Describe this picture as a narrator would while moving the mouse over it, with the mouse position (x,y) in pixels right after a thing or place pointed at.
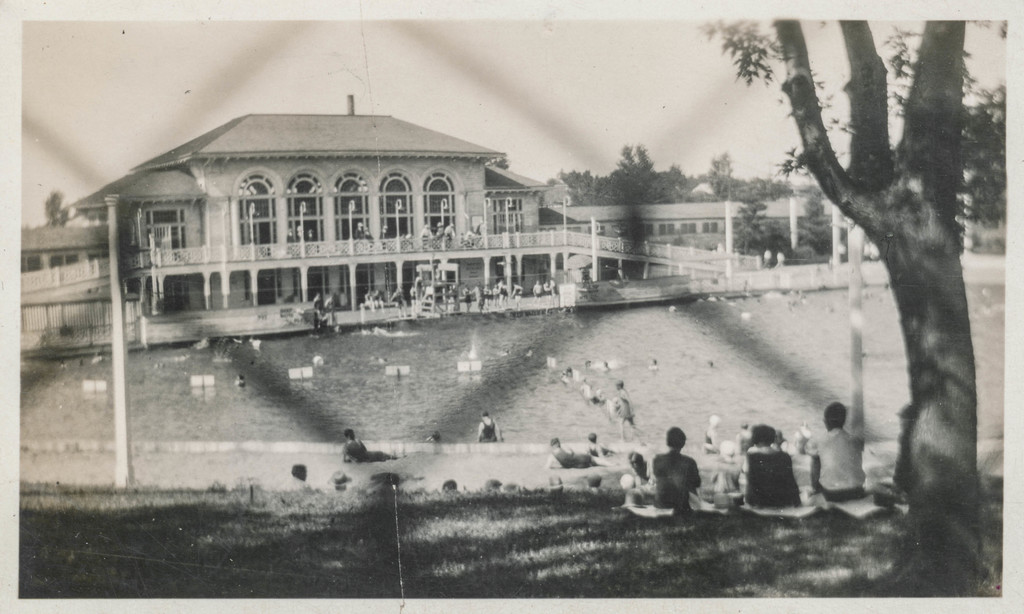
In the image we can see the photograph (448,454), in the photograph (320,228) we can see the building (296,237) and the windows (291,218) of the building (274,245). We can even see there are people (792,494) sitting and they are wearing clothes (853,476). We can even see trees (713,179), grass (466,531) and poles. Here we can see the water (673,373) and the sky (591,89).
